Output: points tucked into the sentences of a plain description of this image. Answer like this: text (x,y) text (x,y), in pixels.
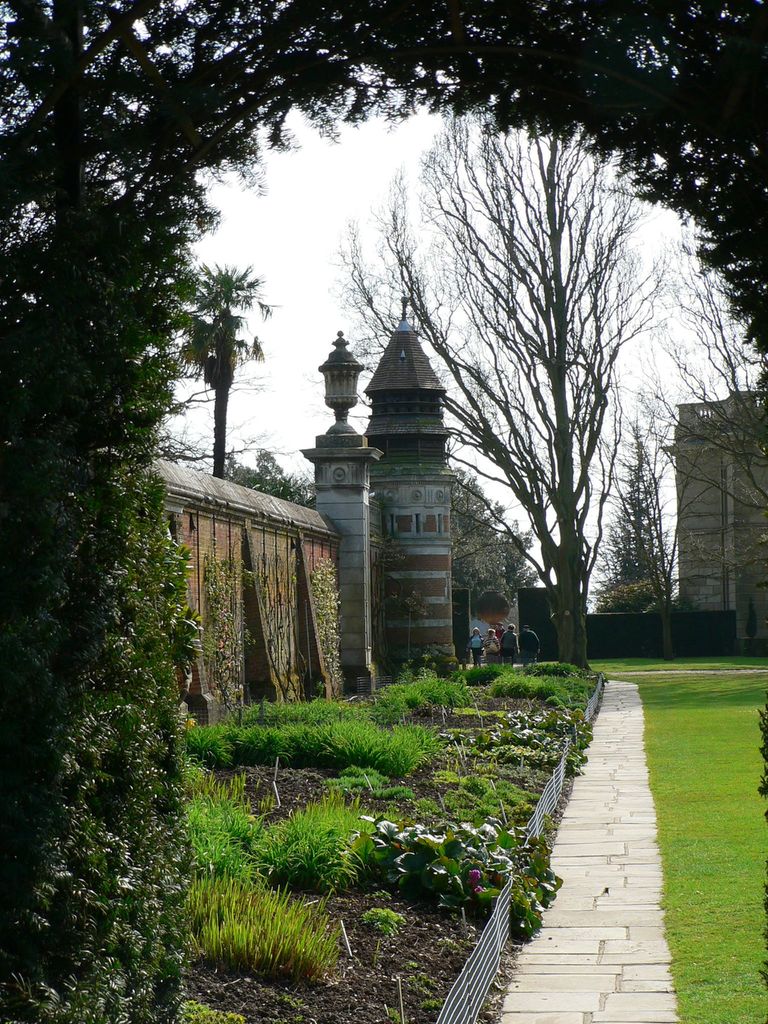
In the image there is an arch shape creeper (102,912). Behind that on the ground (408,950) there is grass (236,921) and there are small plants (500,671). On the left side of the image (244,532) there is a wall (246,545) with creepers (293,623) and also there are pillars (355,646). In the background (534,639) there are few people (497,632) standing. And also there are trees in the background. On the right side of the image (704,727) on the ground (720,773) there is grass (720,773).
